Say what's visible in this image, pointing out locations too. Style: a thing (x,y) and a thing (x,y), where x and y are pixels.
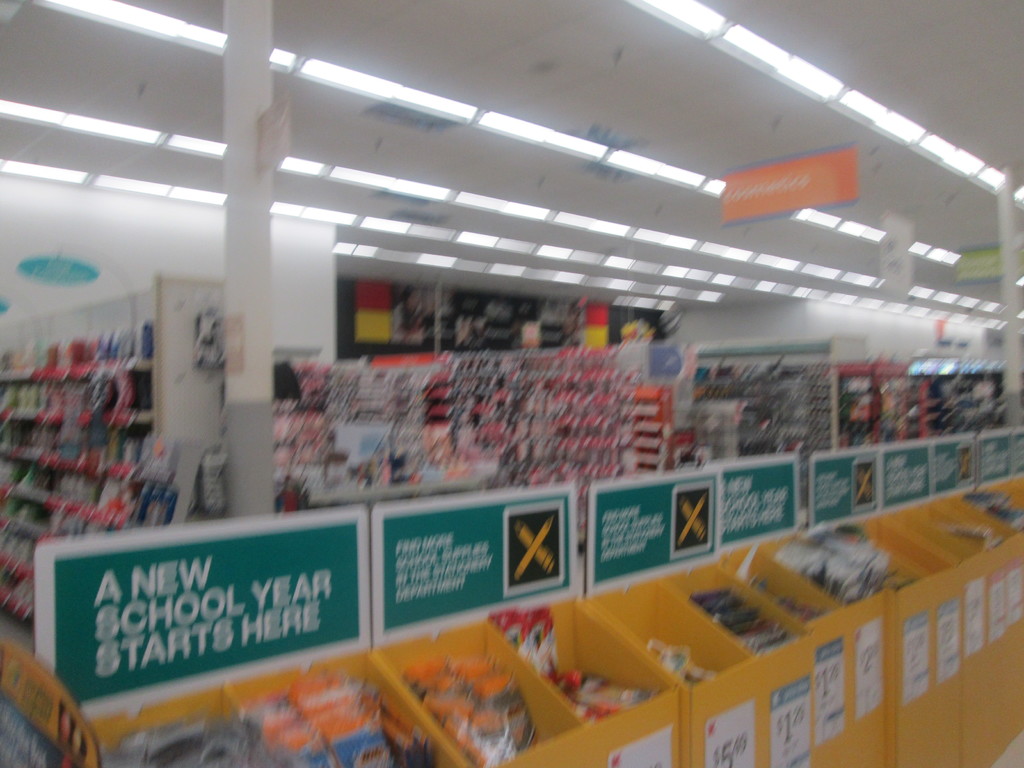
In the picture we can see a supermarket (648,677) with items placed in the racks (1023,677) and in the ceiling (507,83) we can see lights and some boards (790,189) to it.
